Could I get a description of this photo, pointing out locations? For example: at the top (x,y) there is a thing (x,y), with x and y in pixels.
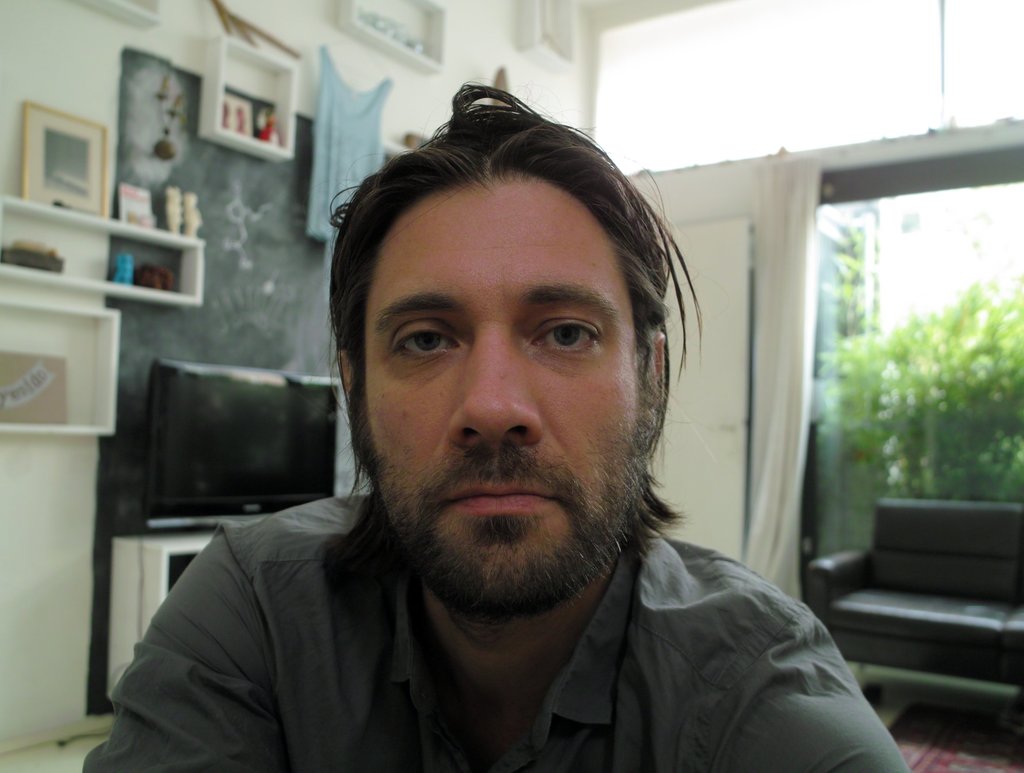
In this room (715,516) we can see a person (520,455) sitting here. Behind him there are frame (67,160), cloth (359,127), TV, sofa (902,603), window (855,339), curtain (809,393). Through window (909,426) we can see plants (955,367).
